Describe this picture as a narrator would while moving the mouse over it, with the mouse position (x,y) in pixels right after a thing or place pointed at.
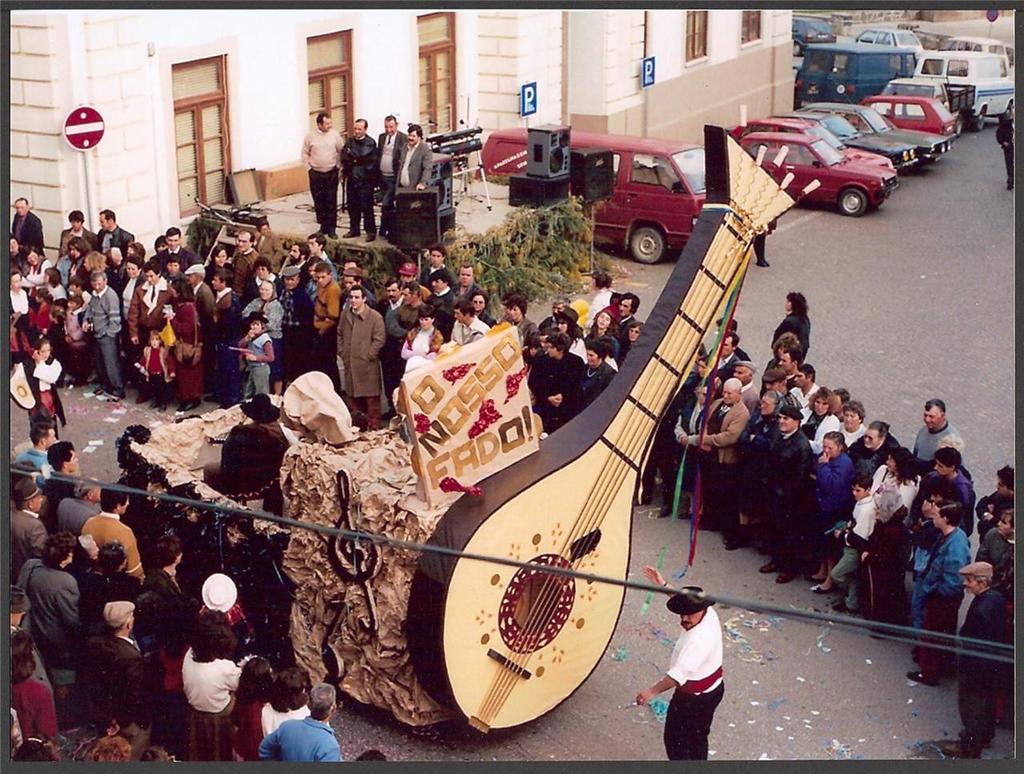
In this picture we can see a group of people (33,639) standing on the road (797,651), vehicles (499,173), speakers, stand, plants (498,246), signboards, windows (191,139), guitar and some objects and in the background (548,110) we can see the wall (558,80).
